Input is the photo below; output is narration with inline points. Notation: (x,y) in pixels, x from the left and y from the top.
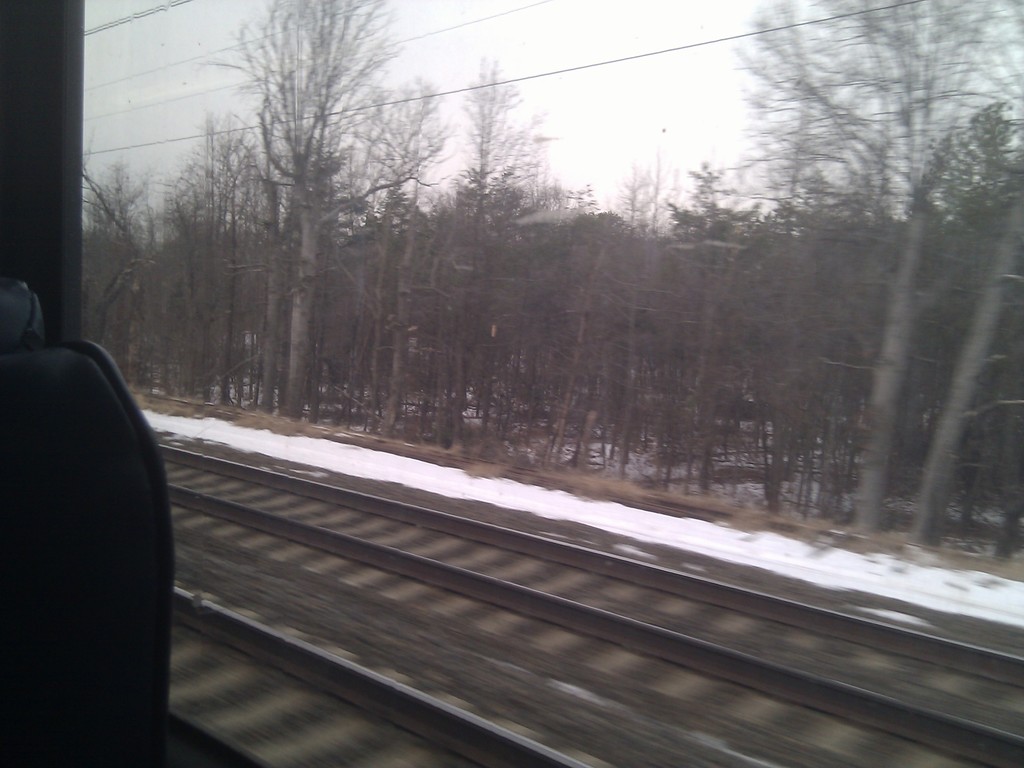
In this picture we can see a transparent glass (350,323). Behind the transparent glass (710,108), there are railway tracks (382,564), snow (245,447), trees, cables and the sky (603,111). On the left side of the image (92,641), it looks like a seat (42,597).
